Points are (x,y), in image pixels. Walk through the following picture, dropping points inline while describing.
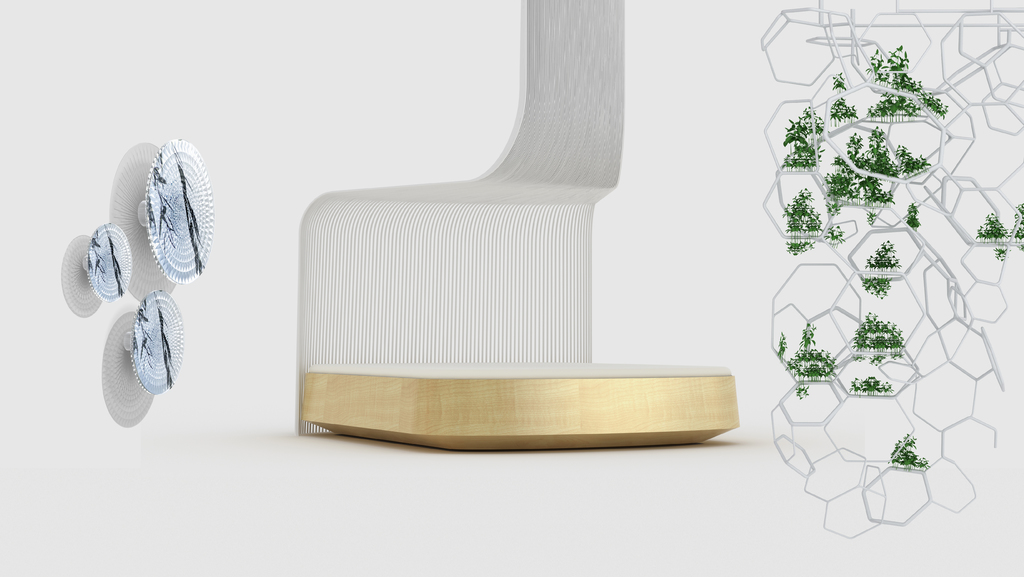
This is a rendered image, in this picture we can see leaves (870,388) and objects (163,337). In the background of the image (805,272) it is white.
